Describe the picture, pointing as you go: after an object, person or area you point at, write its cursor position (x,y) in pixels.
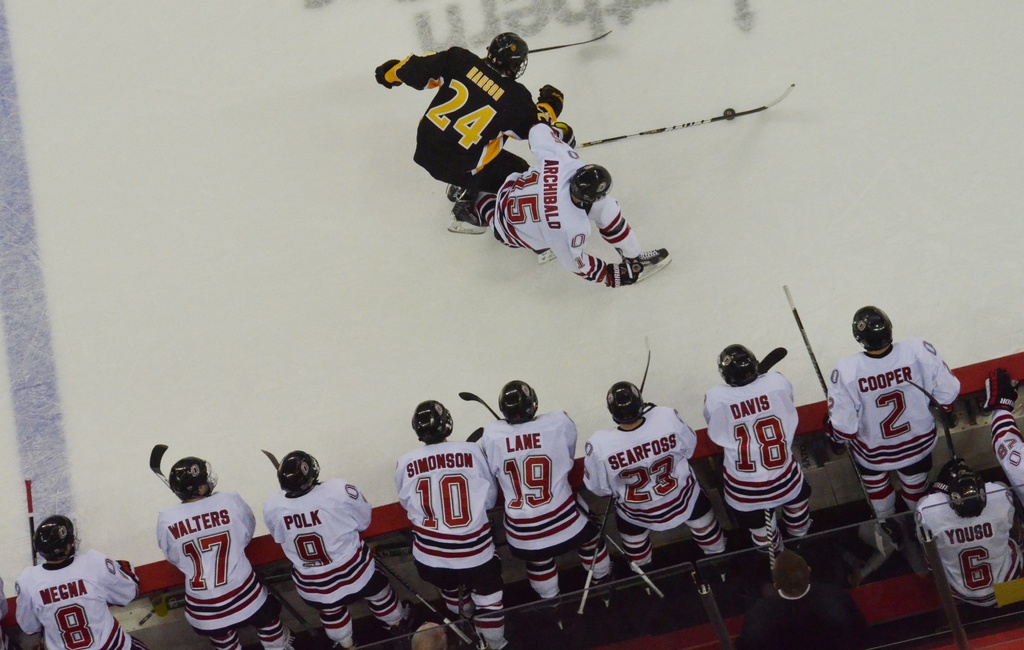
There are persons (85,580) in white color T-shirts (992,516), holding sticks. Beside them, there is a wall (816,480). At the top of this image (433,64), there are two persons (433,64) playing on the white color court (623,89).
